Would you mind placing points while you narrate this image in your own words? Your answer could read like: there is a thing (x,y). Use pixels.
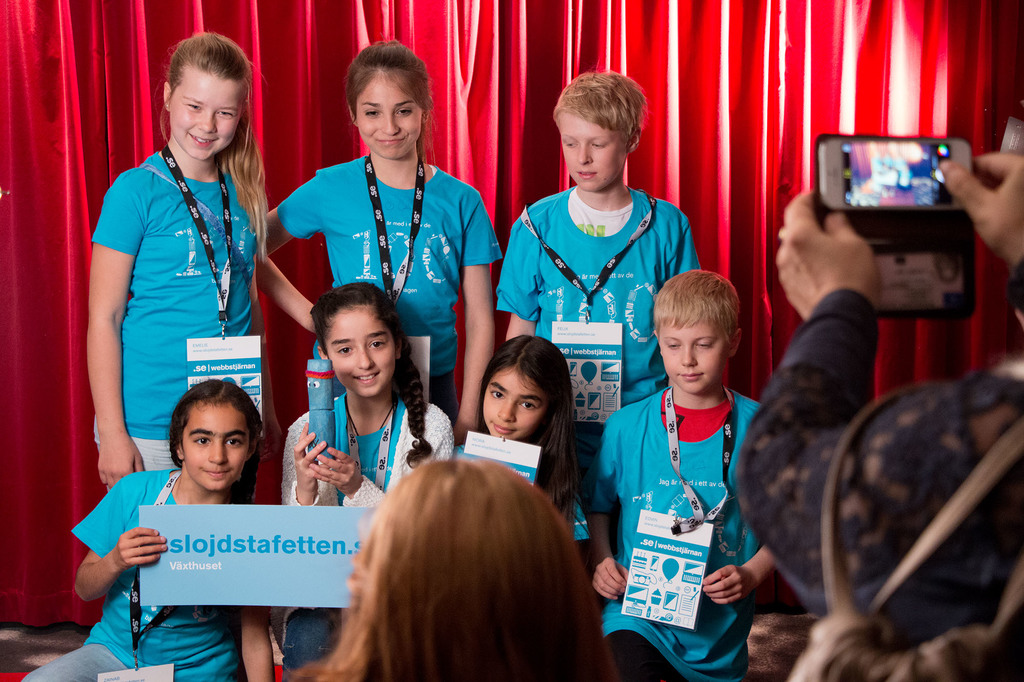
In this picture there are children (371,238) in the center of the image (435,427), by holding a poster (332,518) in their hands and there is a lady (382,552) at the bottom side of the image (415,492) and there is a person (976,210) who is taking photo on the right side of the image (995,209), there is a red color curtain (643,78) in the background area of the image (440,82).
